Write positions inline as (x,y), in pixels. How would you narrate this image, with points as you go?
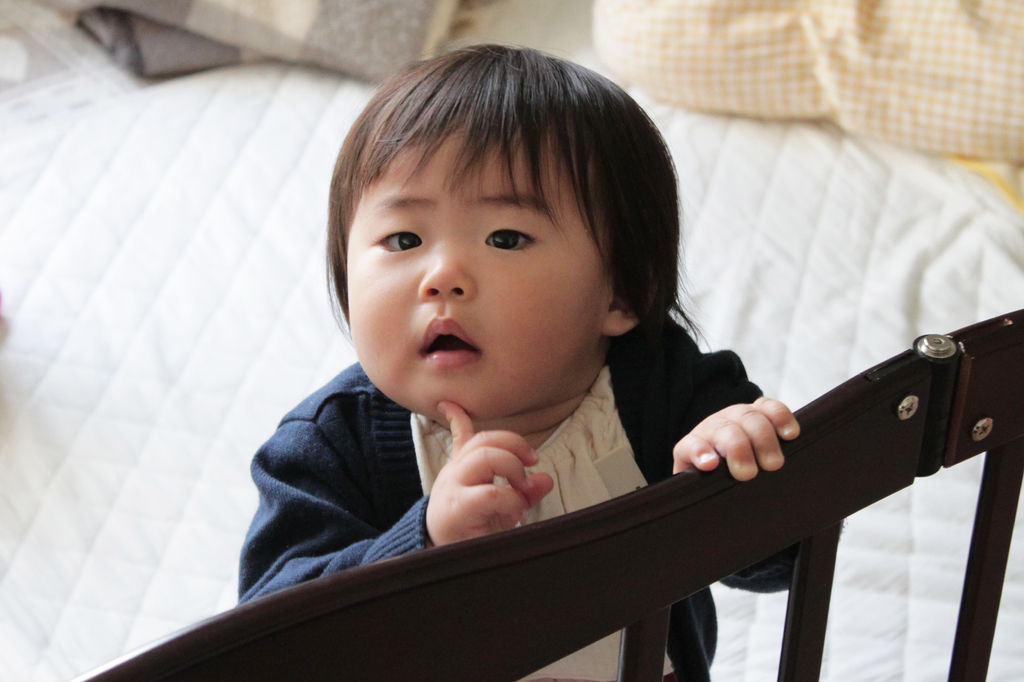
There is a kid (336,281) standing on the bed (185,472), holding one of the railing (695,557), with a hand (490,471) under his chin (477,409). He is wearing a blue jacket (315,457). Behind him there is a pillow (973,61) and bed sheets (205,39).
